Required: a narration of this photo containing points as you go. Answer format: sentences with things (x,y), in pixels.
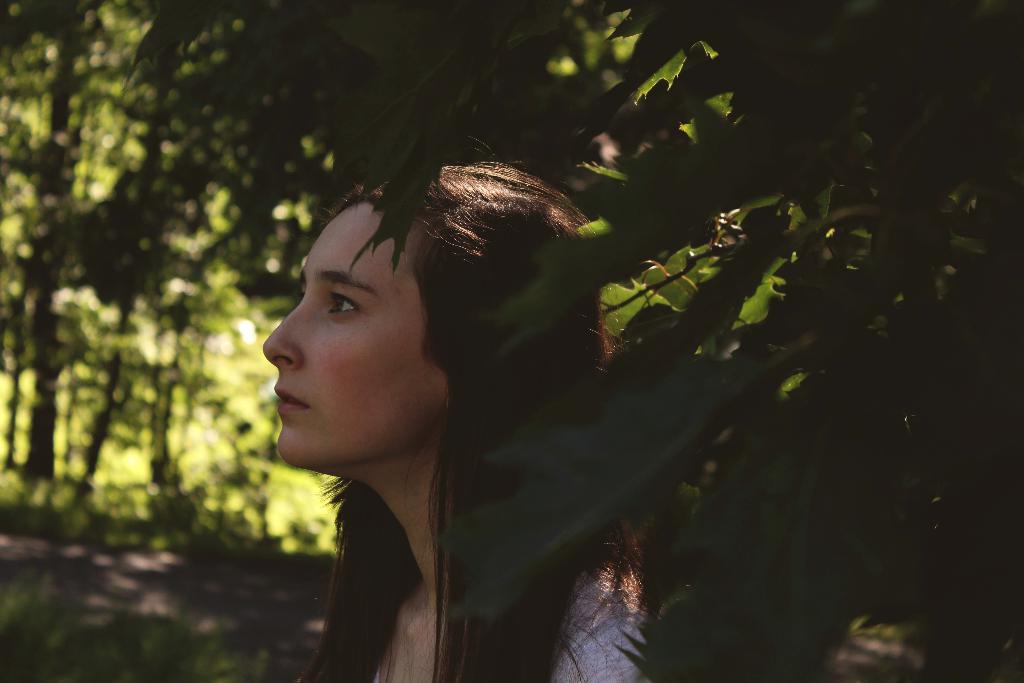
In this image I can see a person (349,371) and back I can see few green trees (614,163).
